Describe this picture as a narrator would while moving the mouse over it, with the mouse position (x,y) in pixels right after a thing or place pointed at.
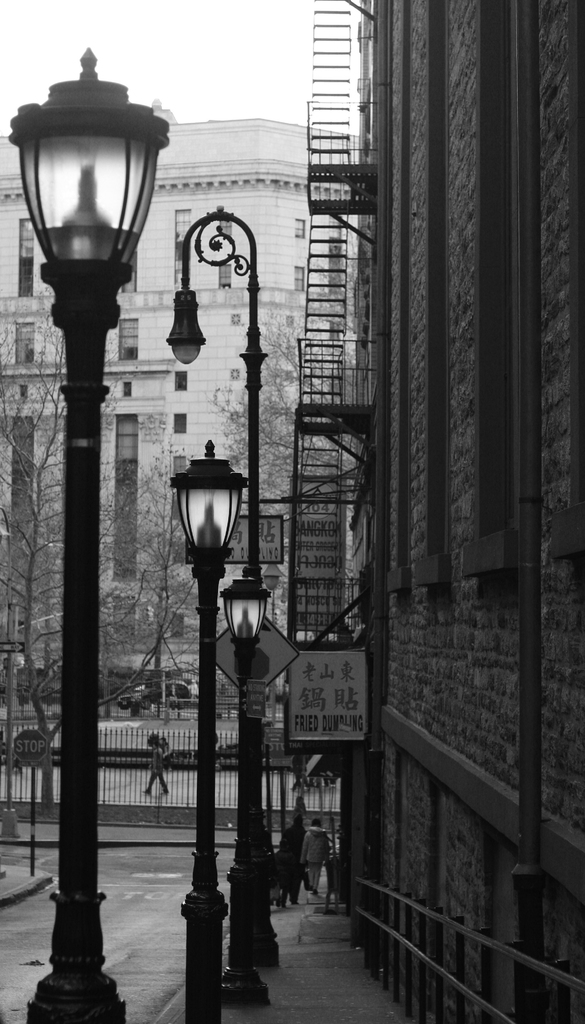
In the image we can see black and white picture of the buildings (232,362) and windows (404,383) of the buildings (135,310). We can even see light poles (204,729), fence (188,796), road (157,930), ladder (328,146) and the sky (162,55). We can even see there are people (316,844) walking and wearing clothes (314,853). There are even vehicles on the road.
